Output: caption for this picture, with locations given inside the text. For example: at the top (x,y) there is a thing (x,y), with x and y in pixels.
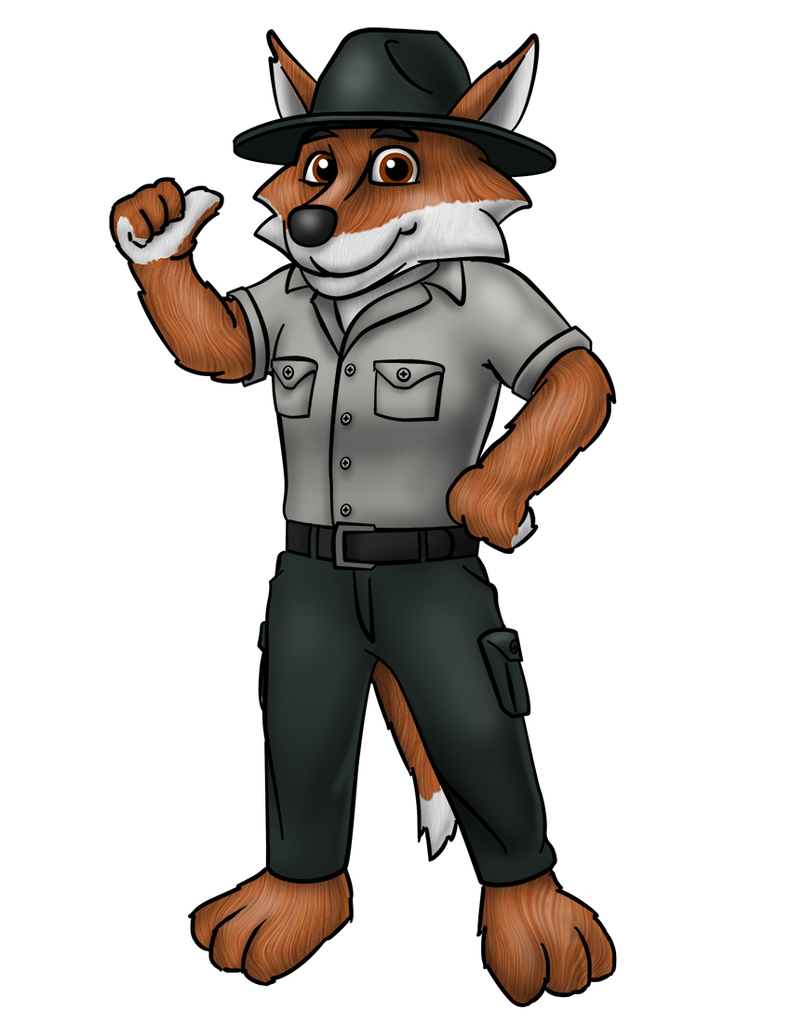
It is an animated image, a fox (453,515) is standing, it wore shirt (421,370), trouser (443,668), belt (429,545) and a hat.
